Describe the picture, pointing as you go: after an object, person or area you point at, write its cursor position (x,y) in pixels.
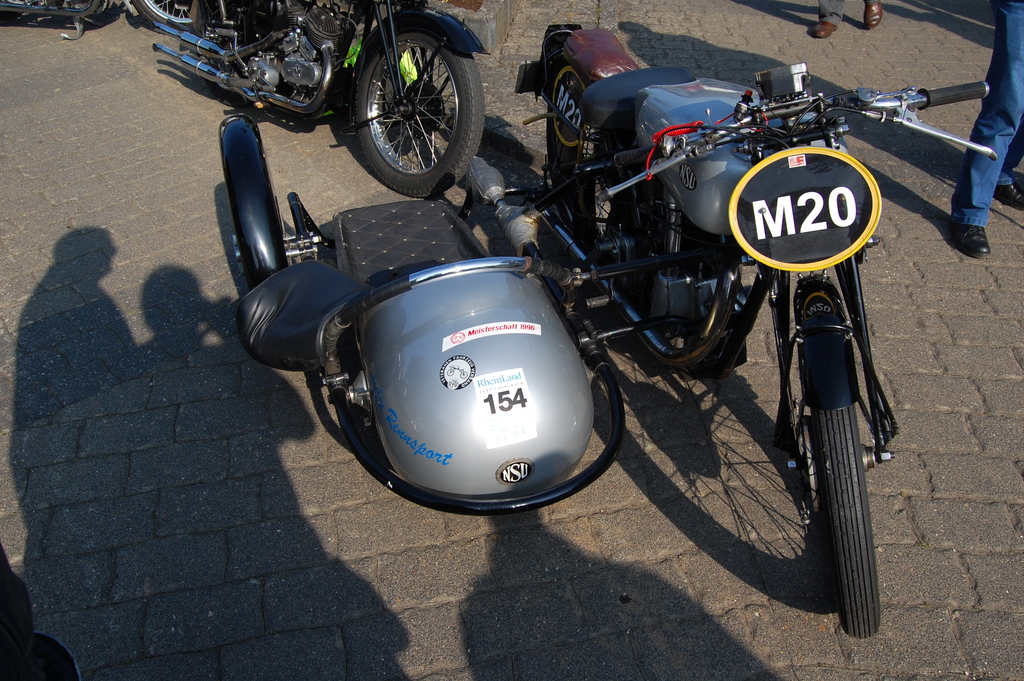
We can see bikes (713,236) on surface (1011,669) and we can see shadow (144,444) of persons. Right side of the image (983,244) we can see persons legs (992,106).
